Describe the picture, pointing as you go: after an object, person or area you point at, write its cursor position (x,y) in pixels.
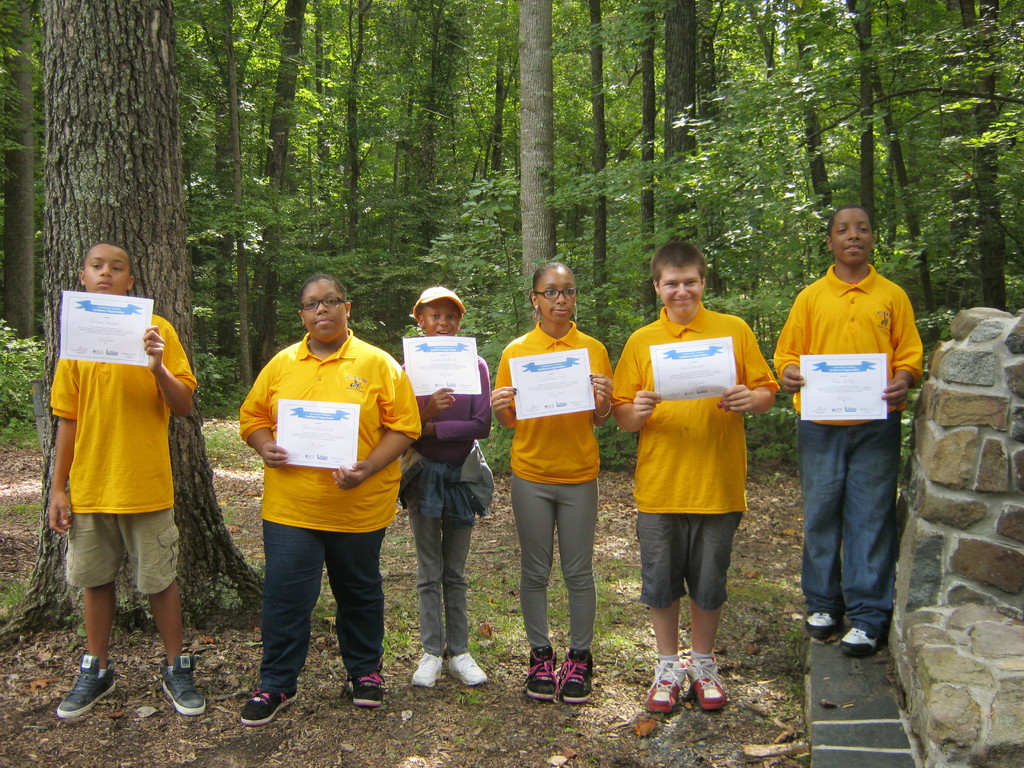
In this picture, we see six people (520,478) are standing. Out of them, five (379,534) are wearing yellow T-shirts (286,467) and one (462,435) is wearing a purple T-shirt (462,399). All of them are holding certificates (281,424) in their hands (643,420). On the right side of the picture (926,484), we see a wall (961,618) which is made up of stones (970,556). At the bottom of the picture (335,703), we see grass (24,597) and twigs (185,722). There are many trees (500,149) in the background (561,254).
